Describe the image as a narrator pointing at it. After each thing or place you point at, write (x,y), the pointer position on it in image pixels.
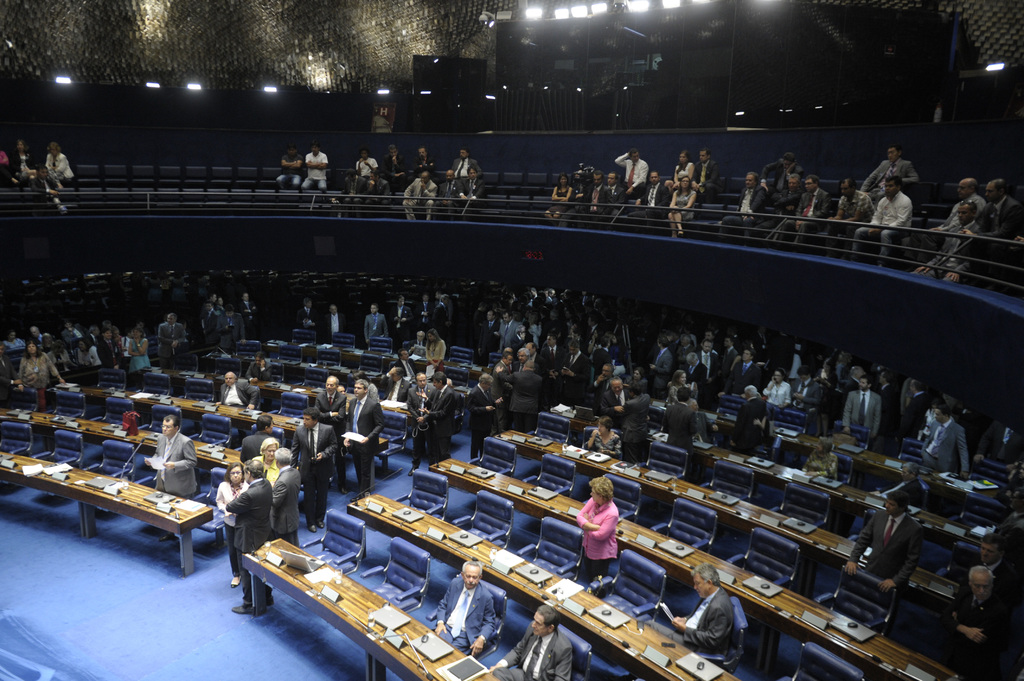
In this image I can see a conference hall (666,482) in the hall (266,336) I can see benches (731,421), chairs (643,595) and persons (704,618), systems (456,533) and mouse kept on table (138,498), there is a fence (650,227), in front of fence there are few persons (781,164) standing and few persons (890,193) sitting on chair (914,188), at the top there few lights (64,82) visible.
